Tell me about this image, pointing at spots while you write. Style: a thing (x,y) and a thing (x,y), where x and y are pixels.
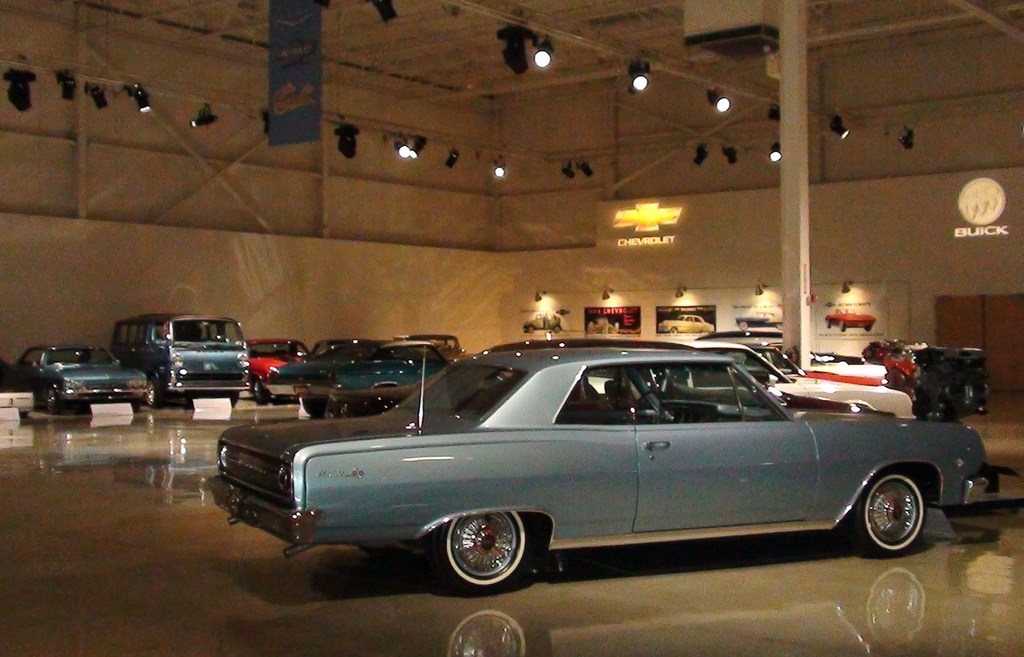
In this image there are cars (495,509) on the floor (750,594). In the background of the image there are lights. There are photo frames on the wall (638,262). There are symbols (649,218) and letters (975,229) on the wall (913,214).
